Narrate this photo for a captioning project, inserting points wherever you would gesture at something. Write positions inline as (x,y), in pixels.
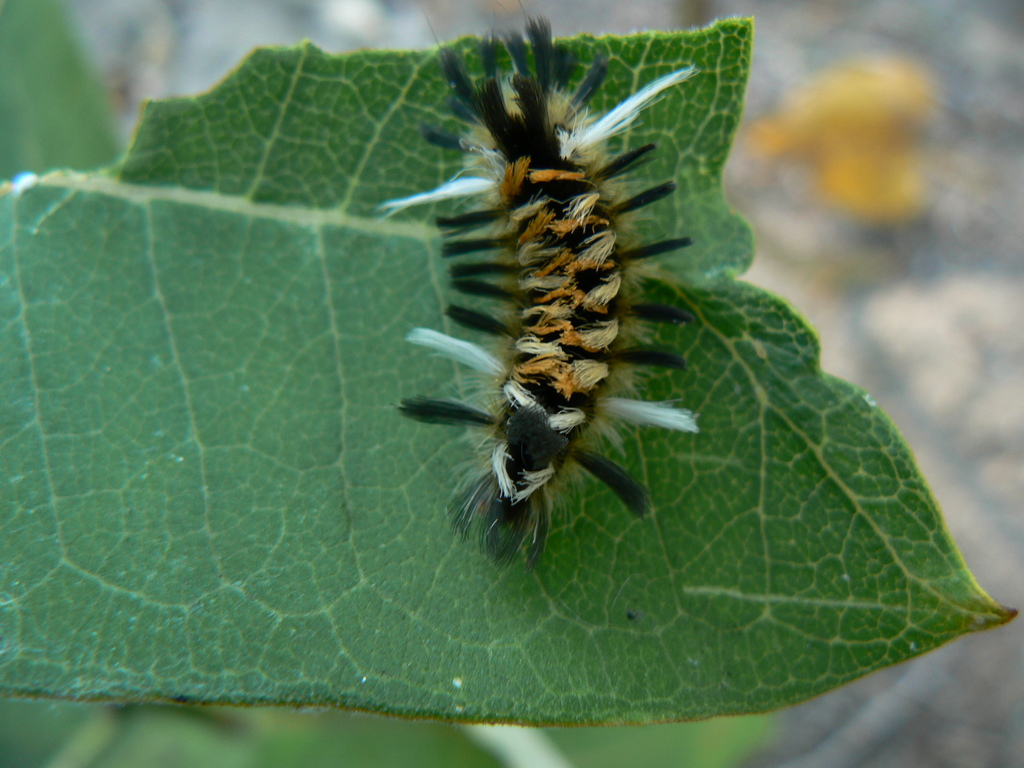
In this image we can see one insect (552,317) on a leaf (203,565) and one object (861,174) on the surface (974,352).
